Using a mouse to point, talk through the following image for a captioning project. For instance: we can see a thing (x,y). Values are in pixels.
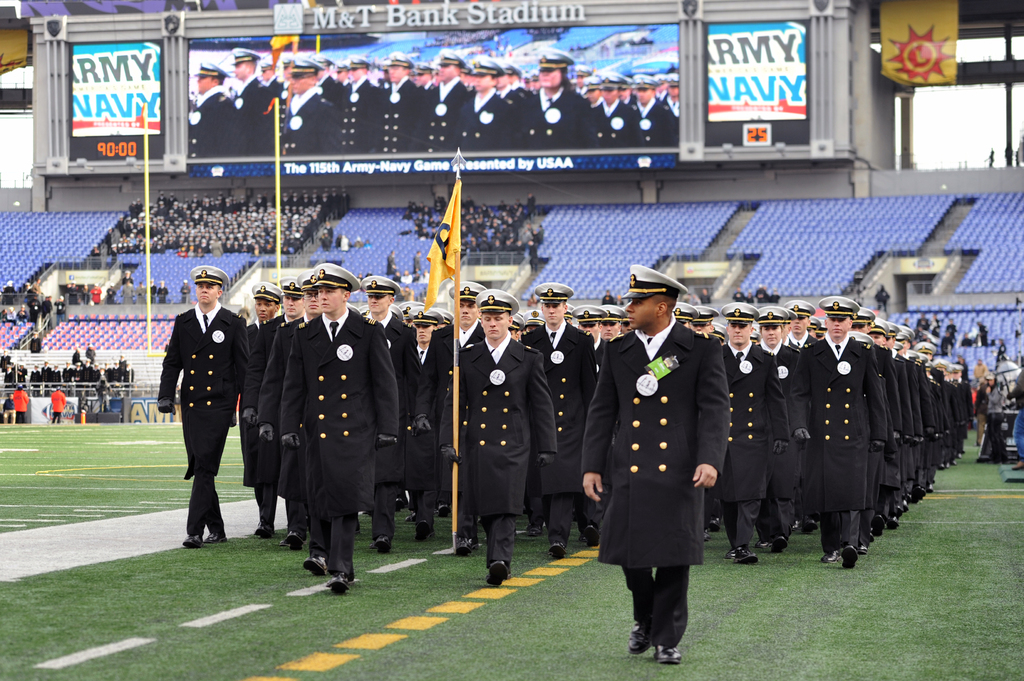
In this image few persons (463,436) are wearing black color uniform (659,409) are walking on the grass land (727,595). They are wearing caps (257,294). A person (465,487) is holding a stick (456,302) which is having a flag (455,193) to it. Right side (996,387) there are few persons (991,402) standing on the grass land (941,535). Few persons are sitting on the chair (619,257) which are on the stairs (589,250). Left side few persons (20,386) are standing on the grassland (78,430) and few persons (53,389) are standing behind the fence (94,389). Top of image (778,69) there is a screen (475,128) attached to the wall (846,89). Beside there is a flag (916,46) hangs from the roof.
